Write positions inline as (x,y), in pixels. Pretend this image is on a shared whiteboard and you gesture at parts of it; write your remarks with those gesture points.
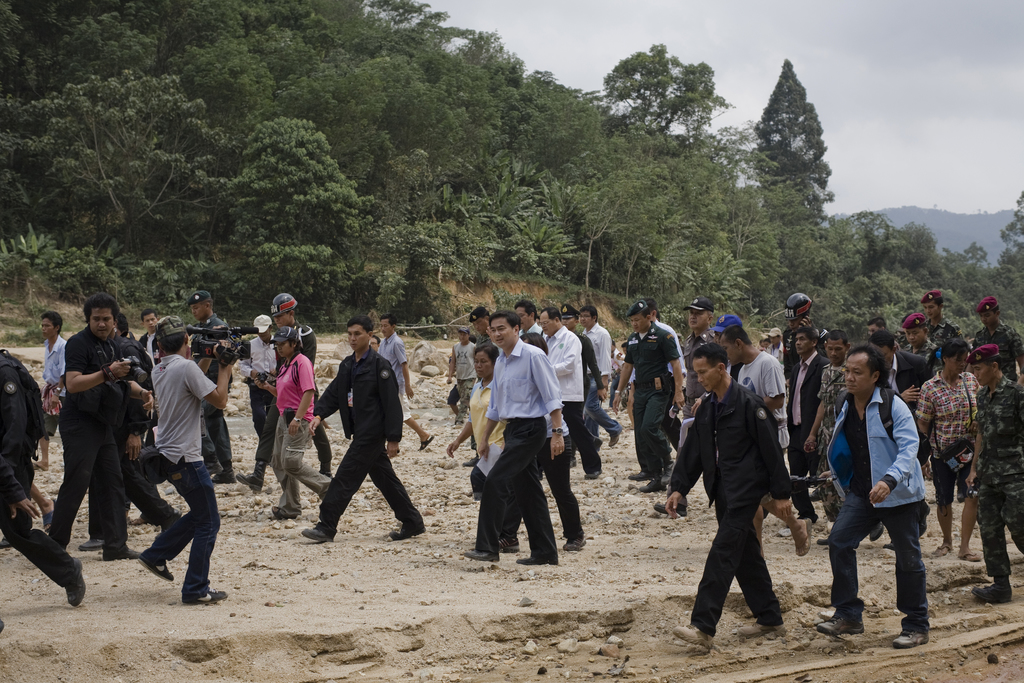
In this picture I can see a number of people (566,366) on the surface (403,551). I can see a few people (208,366) holding the cameras (129,371). I can see trees (604,224). I can see clouds (766,42) in the sky (805,74).
